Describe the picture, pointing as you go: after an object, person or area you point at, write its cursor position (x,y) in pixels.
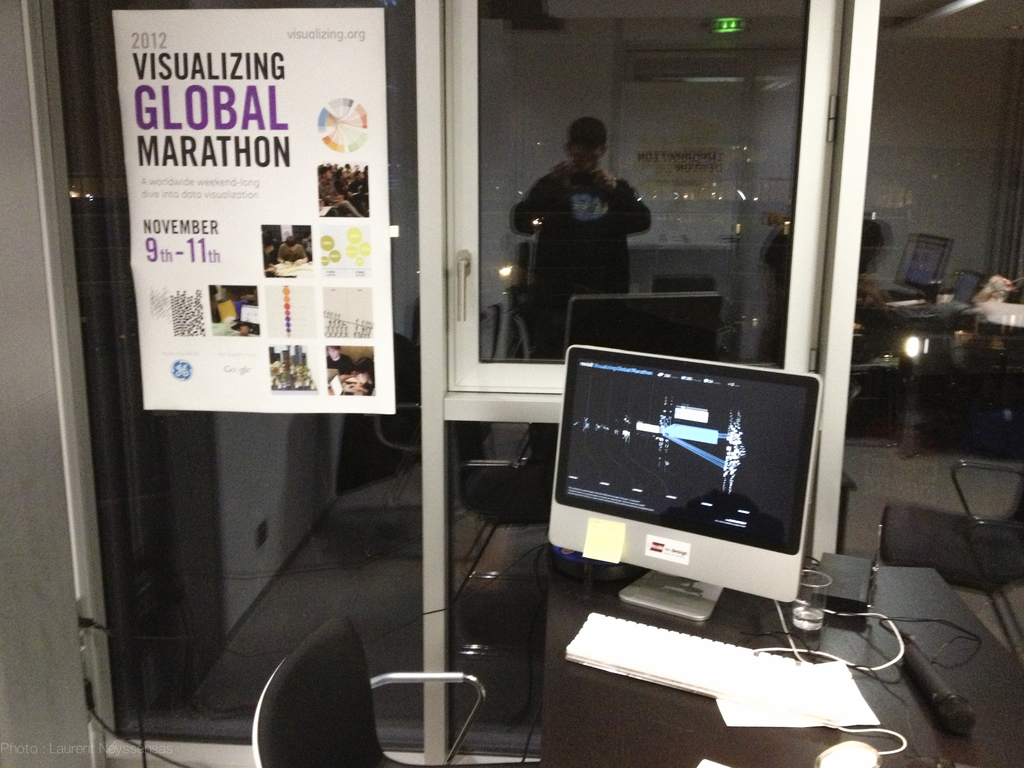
In this image I can see a computer (690,603) on the table (693,716). I can see a chair (290,664). I can see a poster (314,250) with some text (226,187) on it. I can see a window (686,211).
